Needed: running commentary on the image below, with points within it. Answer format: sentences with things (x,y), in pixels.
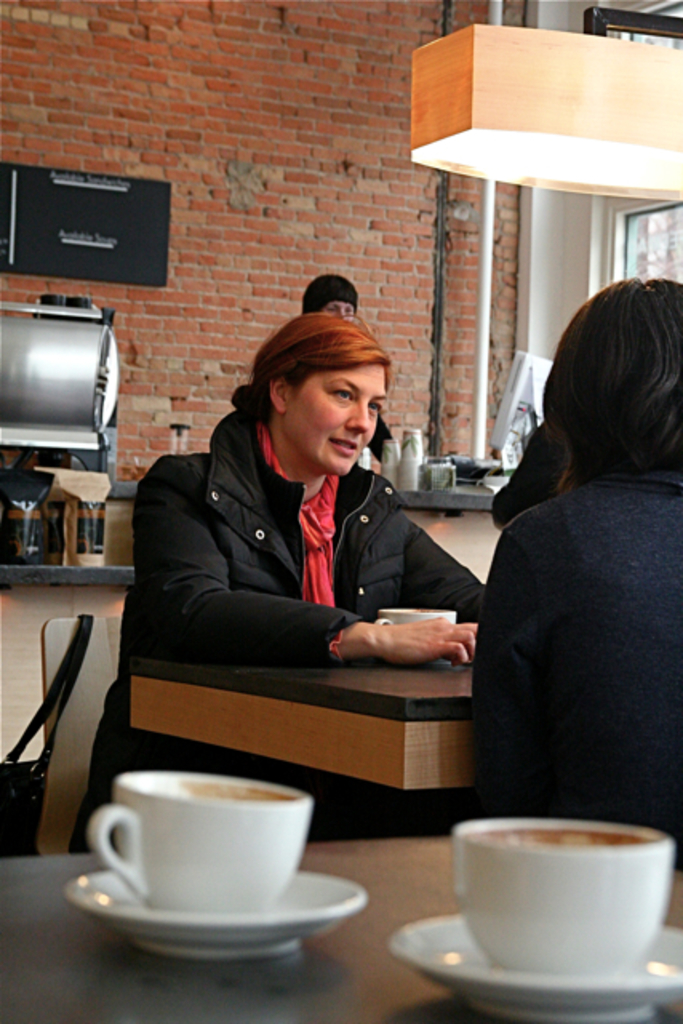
She is sitting in a chair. There is a table (299,707). There is a cup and saucer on a table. We can see in the background (191,235) there is a red wall bricks (221,45) and monitor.
